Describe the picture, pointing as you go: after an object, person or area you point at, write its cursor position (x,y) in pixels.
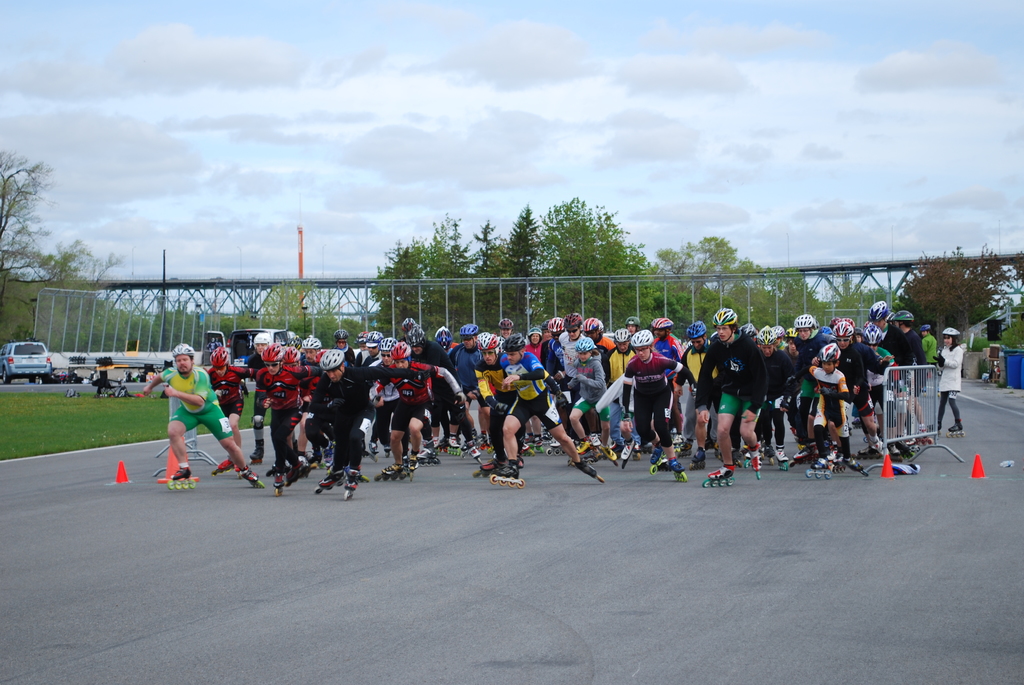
In this image I can see there are group of persons (275,404) visible on inline skates (392,466) on the road (142,525), wearing helmets (226,356) and in the middle (392,267) there is a bridge (270,291) and tree (819,303) and vehicles (30,355) visible on left side (33,369), at the top (571,166) I can see the sky (716,141) and on the right side (1011,354) there is a blue color container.
